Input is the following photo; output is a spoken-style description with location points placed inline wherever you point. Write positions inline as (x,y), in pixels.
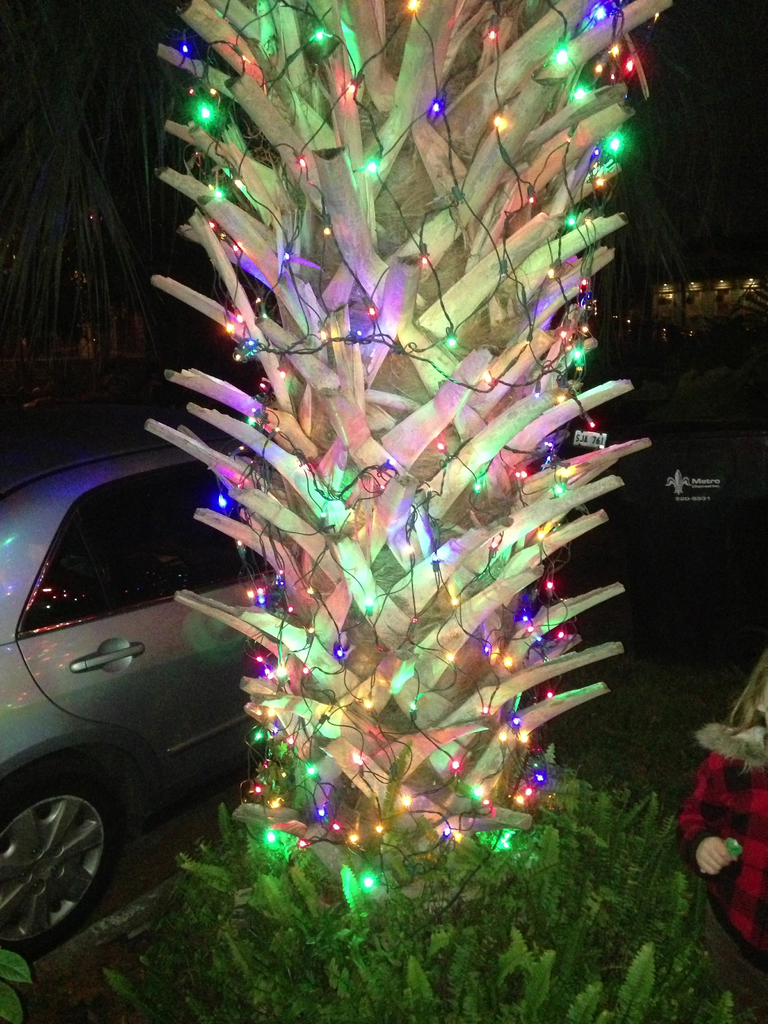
In this image I can see a tree (398,439) decorated with colorful lights (474,489). Back I can see a vehicle (54,592), person (744,756) and background (727,203) is dark in color.
